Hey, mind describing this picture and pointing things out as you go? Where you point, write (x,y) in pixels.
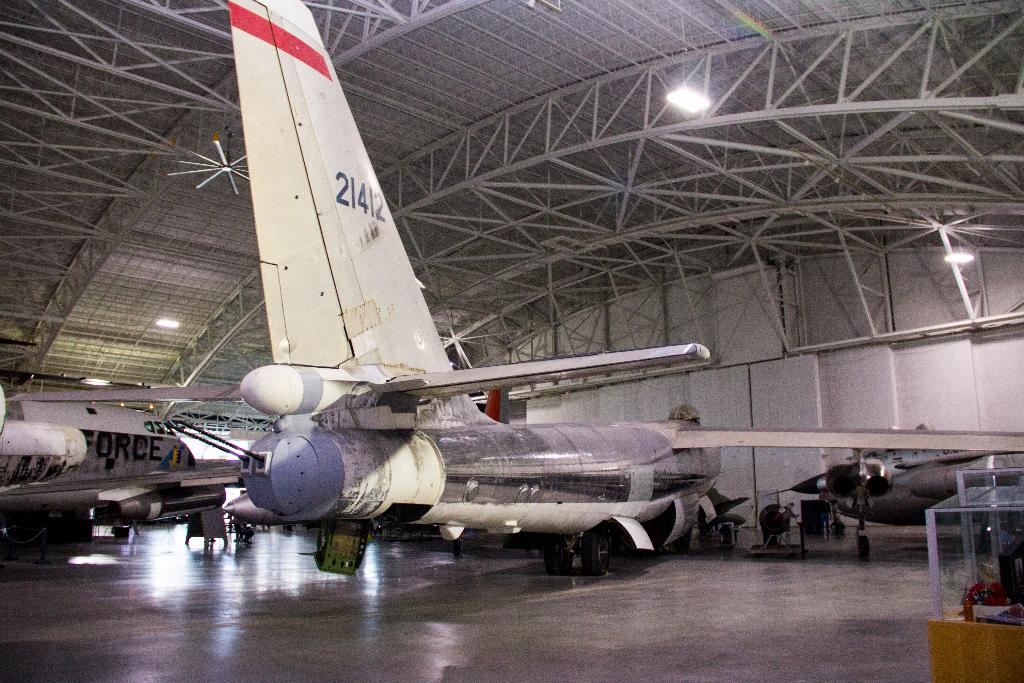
In this image there are airplanes (340,406) in a shed (624,128), there are lights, iron rods (848,187), some objects (1013,609) in the glass boxes (1021,515).
